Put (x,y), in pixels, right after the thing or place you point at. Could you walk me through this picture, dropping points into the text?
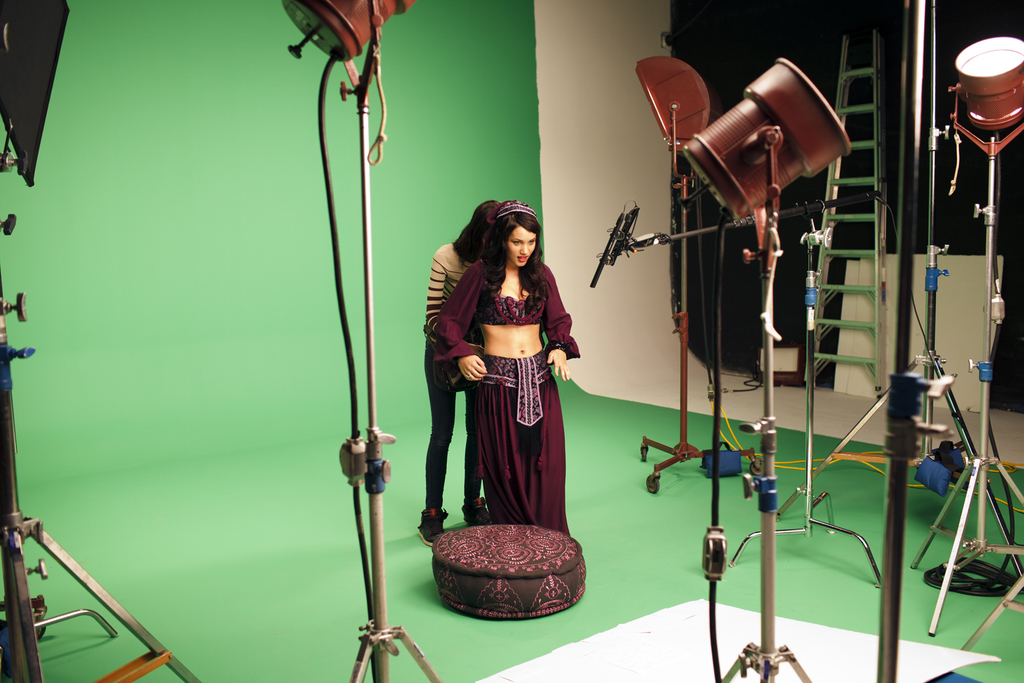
In this image we can see two people (524,507) standing on the floor (646,608). We can also see a stool (560,594), some lights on the stands (940,275) and some wires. On the backside (630,266) we can see a ladder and a wall (612,349).
